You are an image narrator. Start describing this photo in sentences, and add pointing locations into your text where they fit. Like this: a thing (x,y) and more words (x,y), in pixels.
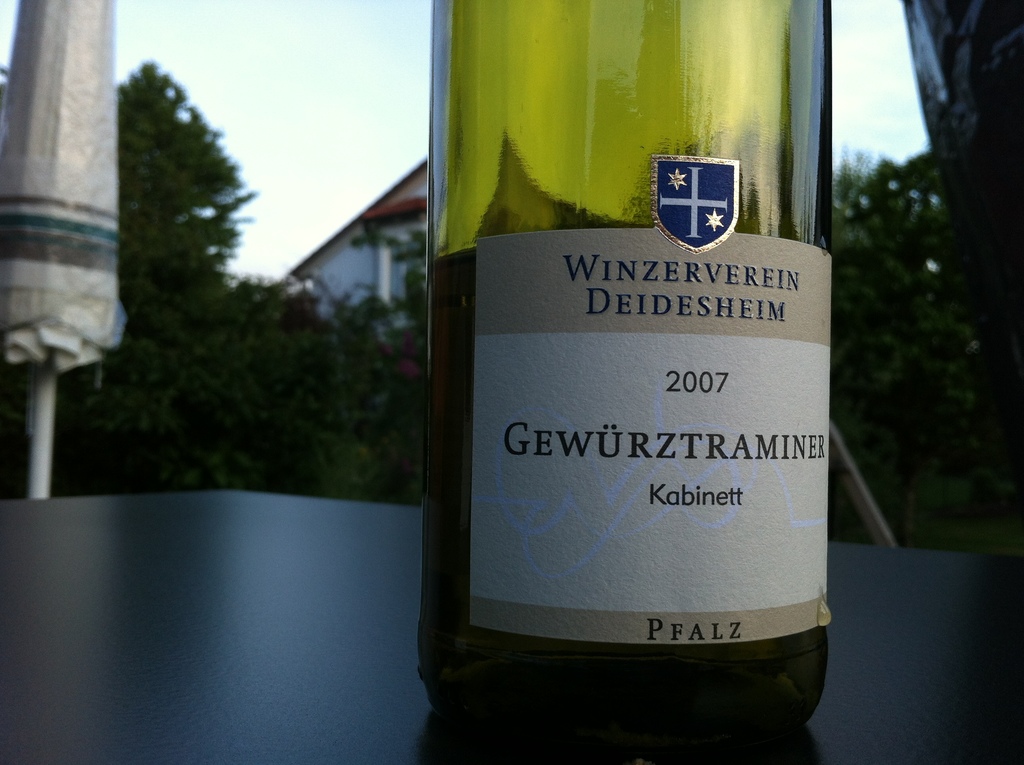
In this image, a bottle (446,586) is kept on the table (307,515). On both side in the middle (349,397), there are trees (887,396) visible. On the top left (295,178) and right, sky (835,102) is there in blue color. Below that a house (394,228) is visible. This image is taken during day time.
